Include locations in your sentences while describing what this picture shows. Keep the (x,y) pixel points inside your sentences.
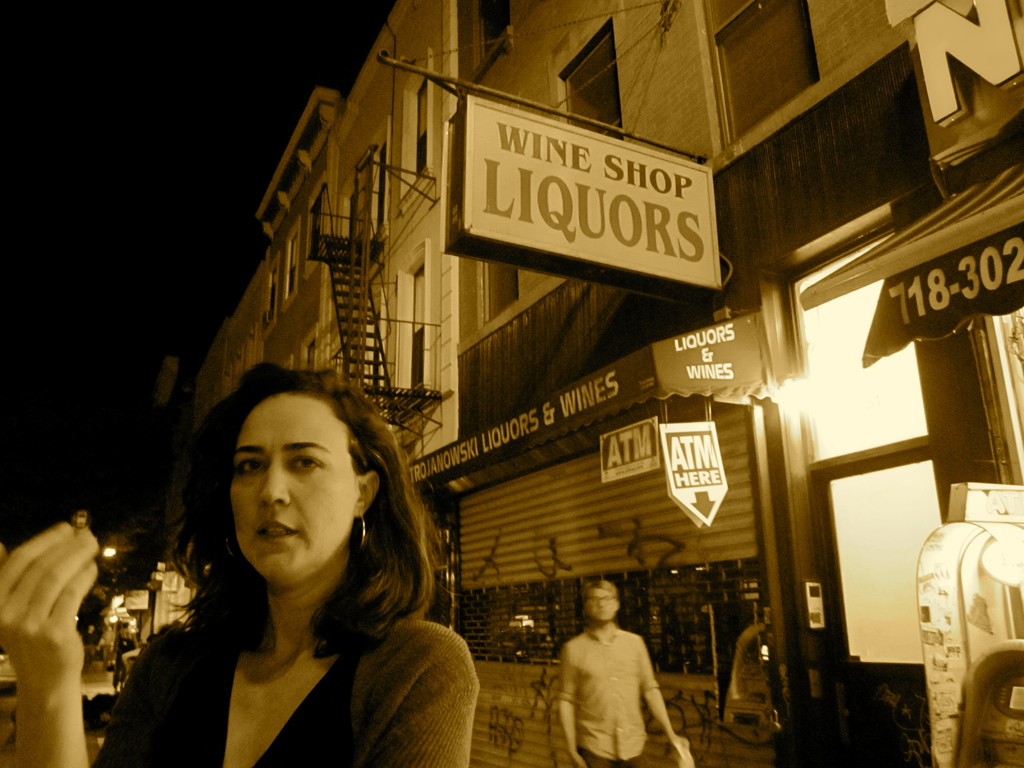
This is the man (583,655) and woman (327,669) standing. I think these are the buildings (264,312). This looks like a name board (578,138), which is hanging to the pole (575,116). I think this is a rolling shutter (533,578). These are the cards (705,456) hanging. This looks like a glass door (881,558).
